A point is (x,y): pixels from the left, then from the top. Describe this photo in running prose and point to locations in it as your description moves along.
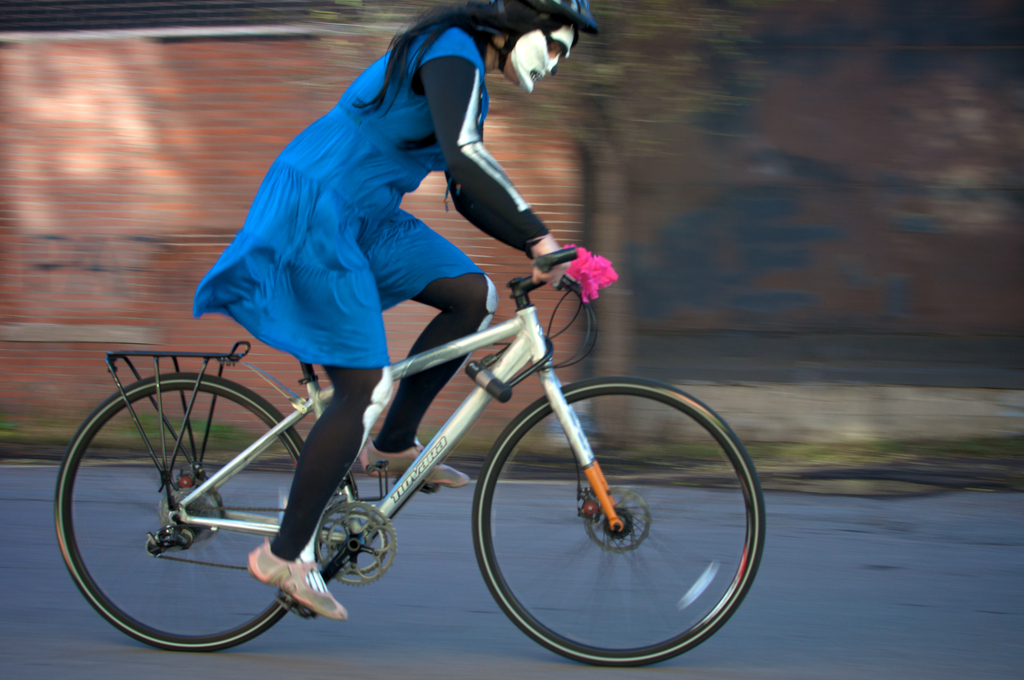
In this picture we can observe a person (336,197) on the cycle (499,330). She is cycling a bicycle (250,347) on the road (412,588). She is wearing blue color dress (348,209) and helmet (519,18) on her head (510,28). The background (109,229) is completely blurred.
